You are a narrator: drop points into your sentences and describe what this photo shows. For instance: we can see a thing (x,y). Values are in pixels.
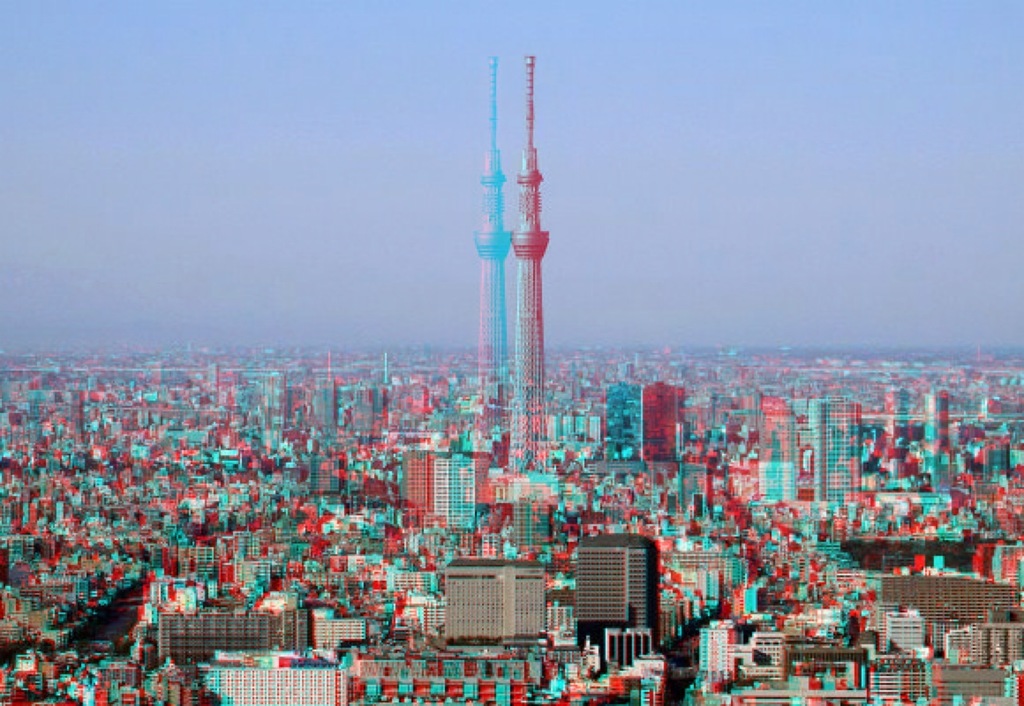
In this picture I can see there are many buildings (489,537) and there is a tower (537,324) here at the center of the image (537,324). The sky (585,109) is clear and the image is blurred.
